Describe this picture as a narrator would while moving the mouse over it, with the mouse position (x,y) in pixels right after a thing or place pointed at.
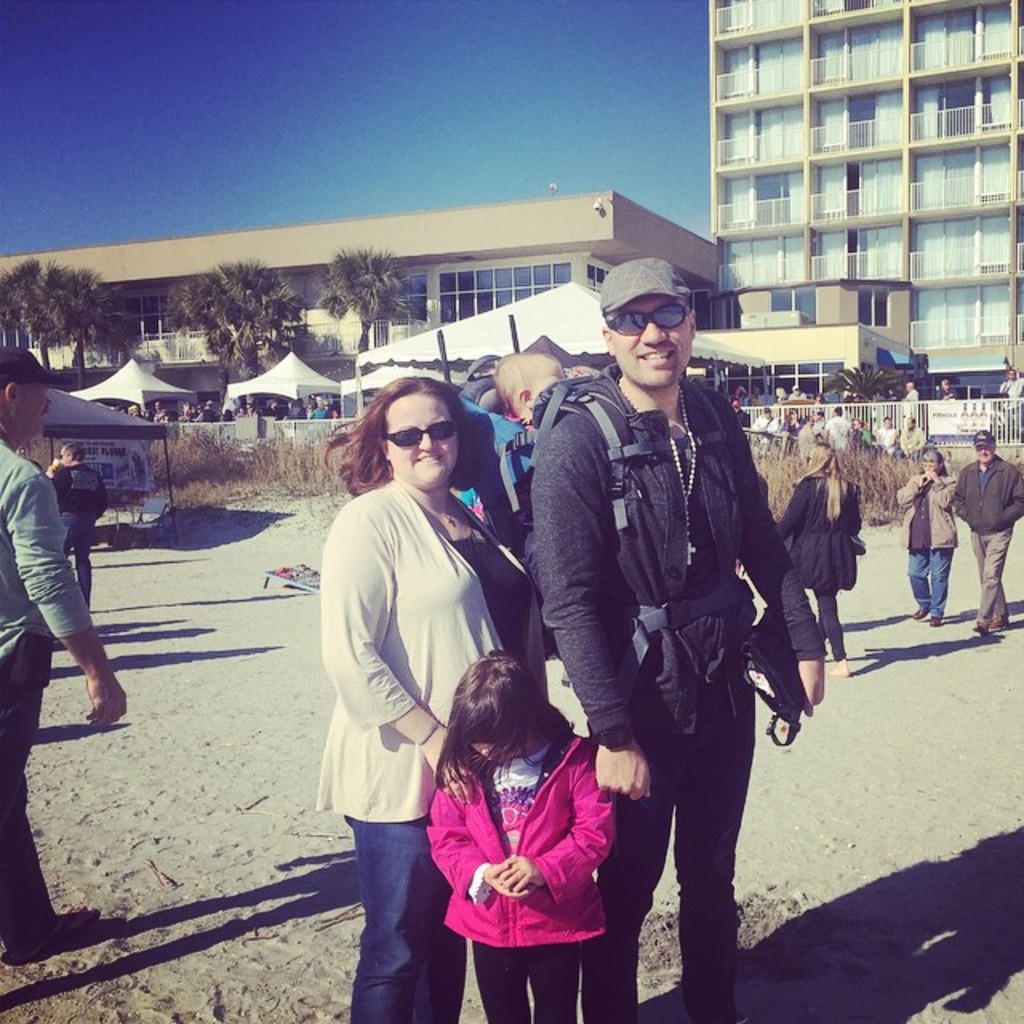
In this image I can see the group of people (422,798) with different color dresses (436,618). I can see few people (27,412) with the caps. In the background (859,448) I can see many tents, banner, plants (844,456) and railing (839,438). I can also see many trees (405,287), buildings (453,278) and the sky (401,180).
